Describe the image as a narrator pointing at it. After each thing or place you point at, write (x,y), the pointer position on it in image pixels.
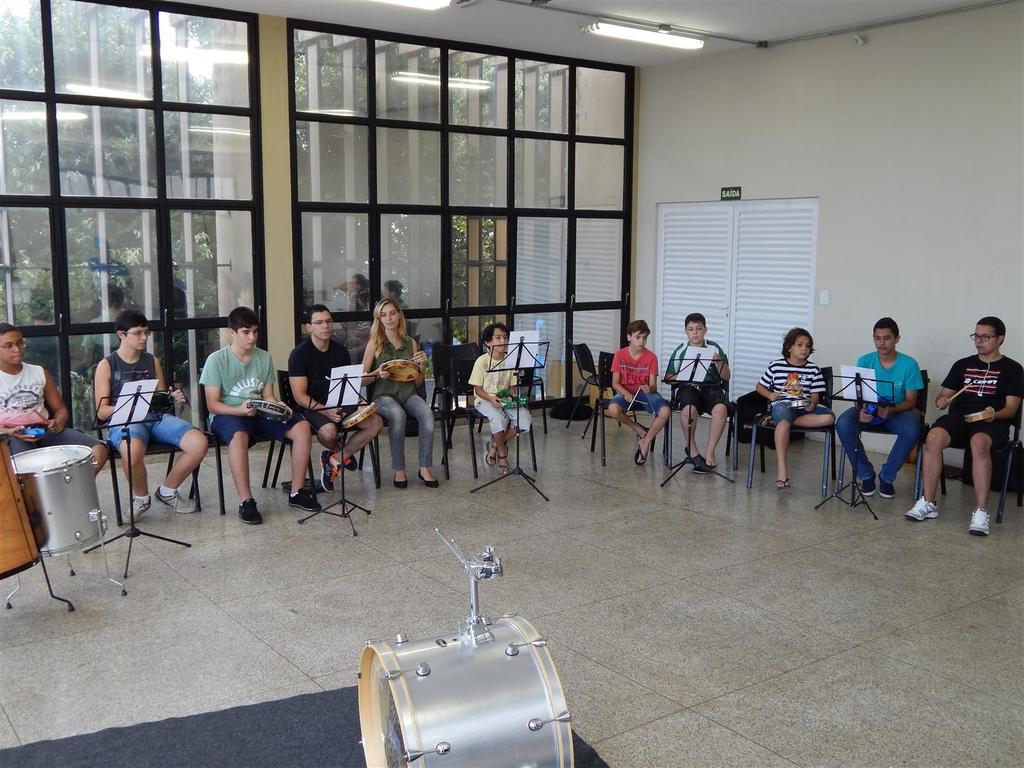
In this image in front (377,755) there is a drum (528,663) on the mat (292,737). There are people (99,390) sitting on the chairs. In front of them there are stands (100,422) with the papers (864,390) on it. In the background of the image (82,418) there are glass windows (379,174) through which we can see trees (113,164). On the right side of the image (866,132) there is a wall (933,209). There is a door (689,285). On the left side of the image (32,438) there are musical instruments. At the bottom of the image (165,516) there is a floor (10,585).
